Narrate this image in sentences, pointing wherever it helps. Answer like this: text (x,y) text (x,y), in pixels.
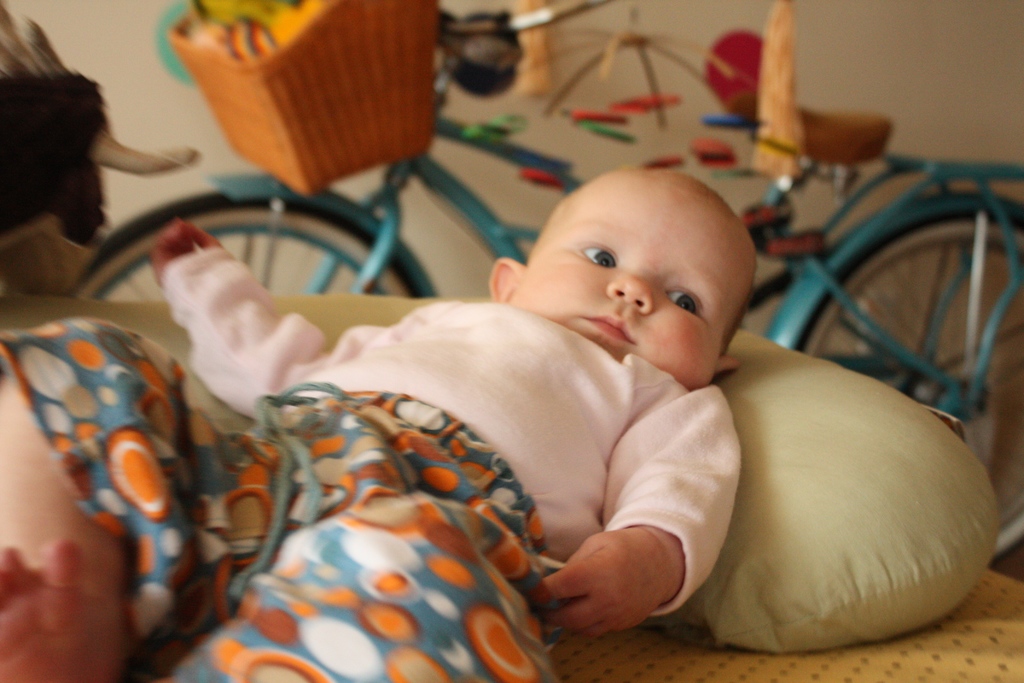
In this image I can see a baby (502,528) is lying, at the back side (500,253) there is a cycle (838,297).
